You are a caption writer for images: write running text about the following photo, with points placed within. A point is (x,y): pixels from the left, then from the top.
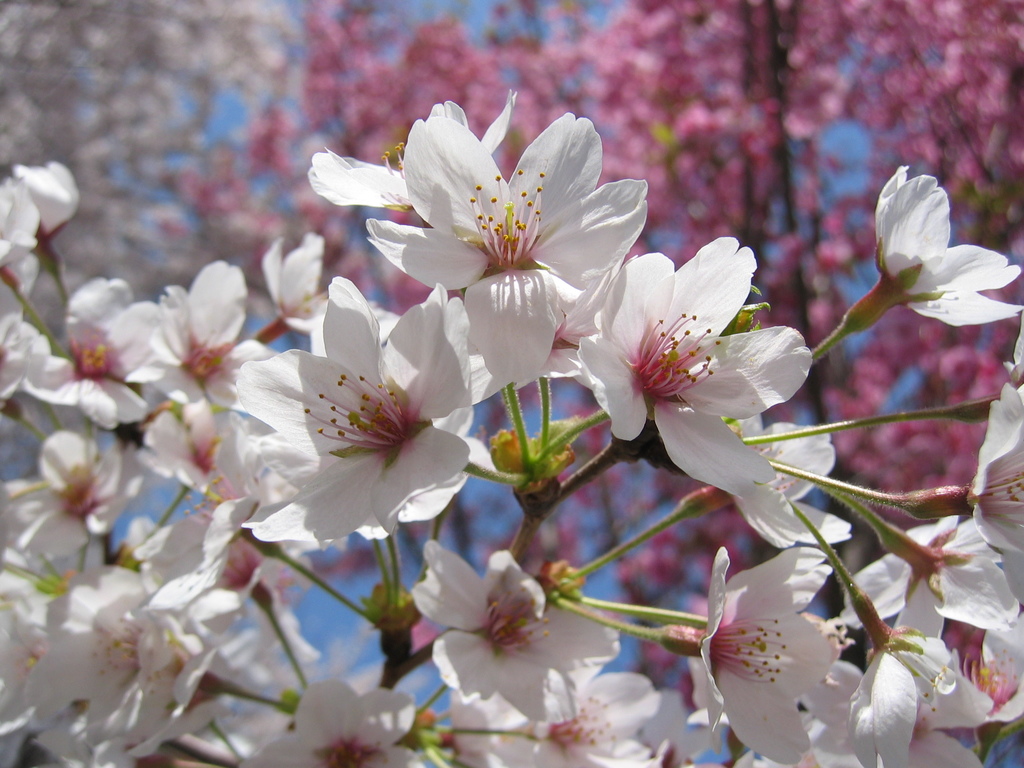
In this image I can see few flowers (399,446) which are white and pink in color to a plant (601,607) which is green in color. In the background (748,108) I can see few trees (724,96) and the sky (537,17).
